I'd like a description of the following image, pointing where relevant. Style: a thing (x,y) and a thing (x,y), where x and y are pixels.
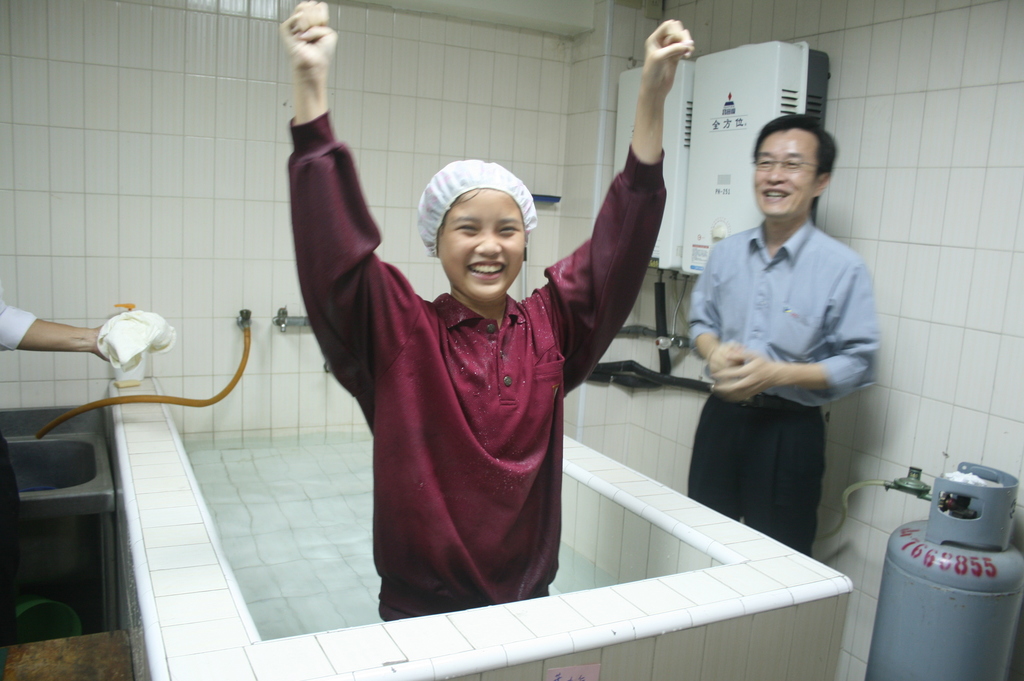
In this picture we can see few people (529,315), in the middle of the image (510,344) we can find a woman (510,322), she is smiling, on the right side (936,608) we can find a cylinder (921,587), in the background (733,56) we can see few boxes (679,217) and metal rods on the wall (524,119).
